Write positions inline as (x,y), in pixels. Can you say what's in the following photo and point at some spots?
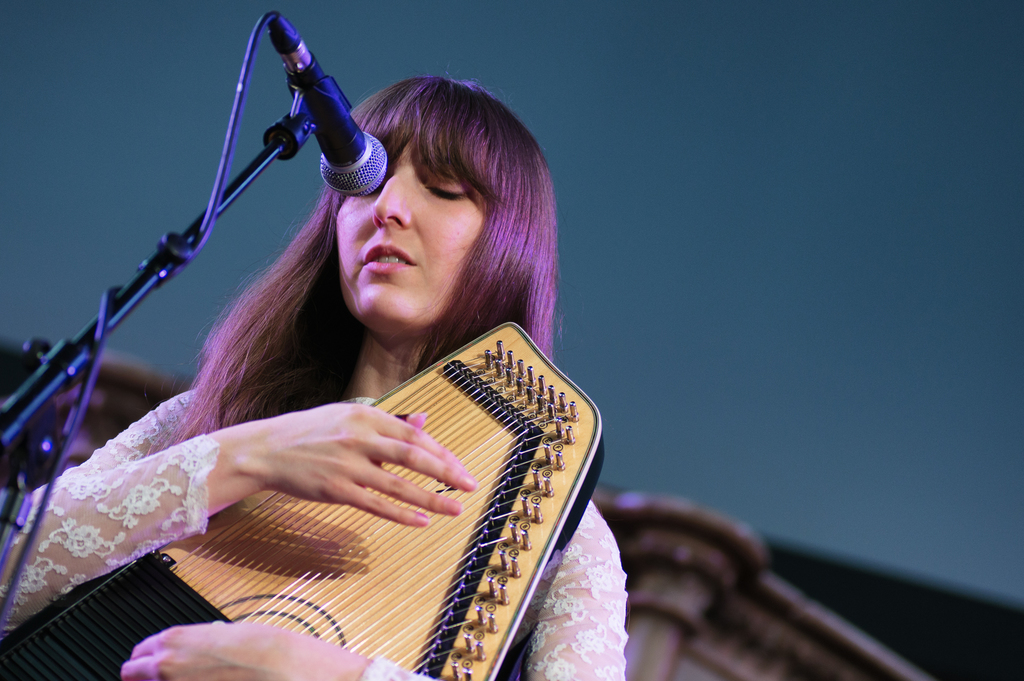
In this image, we can see a woman (365,294) standing and holding an object (493,414), we can see a microphone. The background of the image (151,151) is not clear.
